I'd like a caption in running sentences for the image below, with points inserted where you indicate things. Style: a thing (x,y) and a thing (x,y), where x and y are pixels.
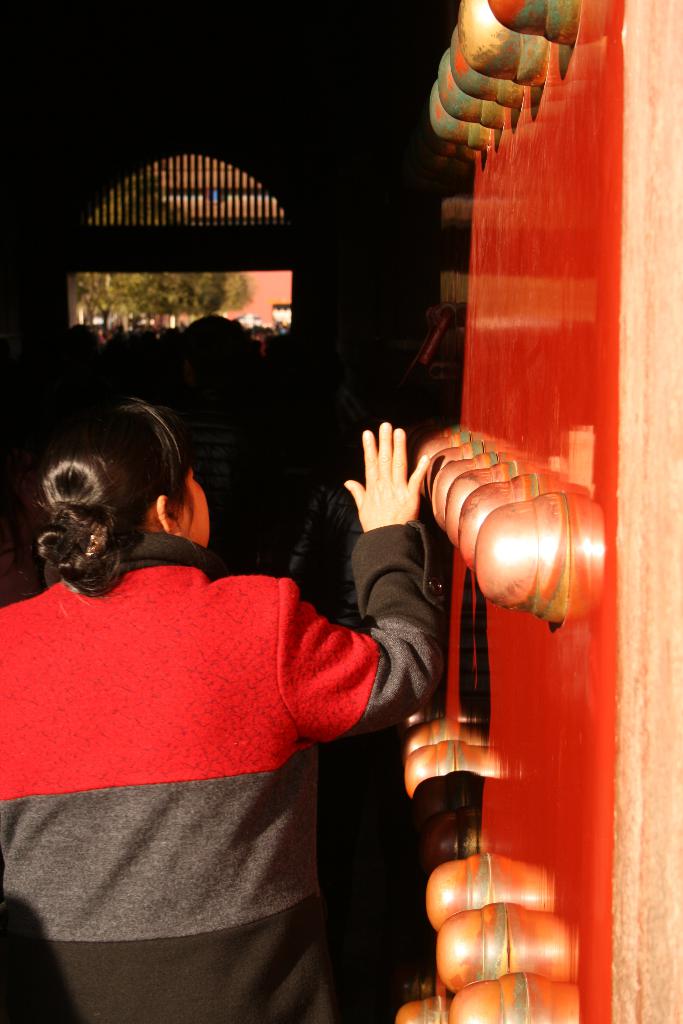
In the image in the center (455,398) we can see wall (560,423) and one person (214,755) standing and few other objects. In the background (259,279) we can see trees (161,288), building (259,279), fence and few people (195,373) were standing.
